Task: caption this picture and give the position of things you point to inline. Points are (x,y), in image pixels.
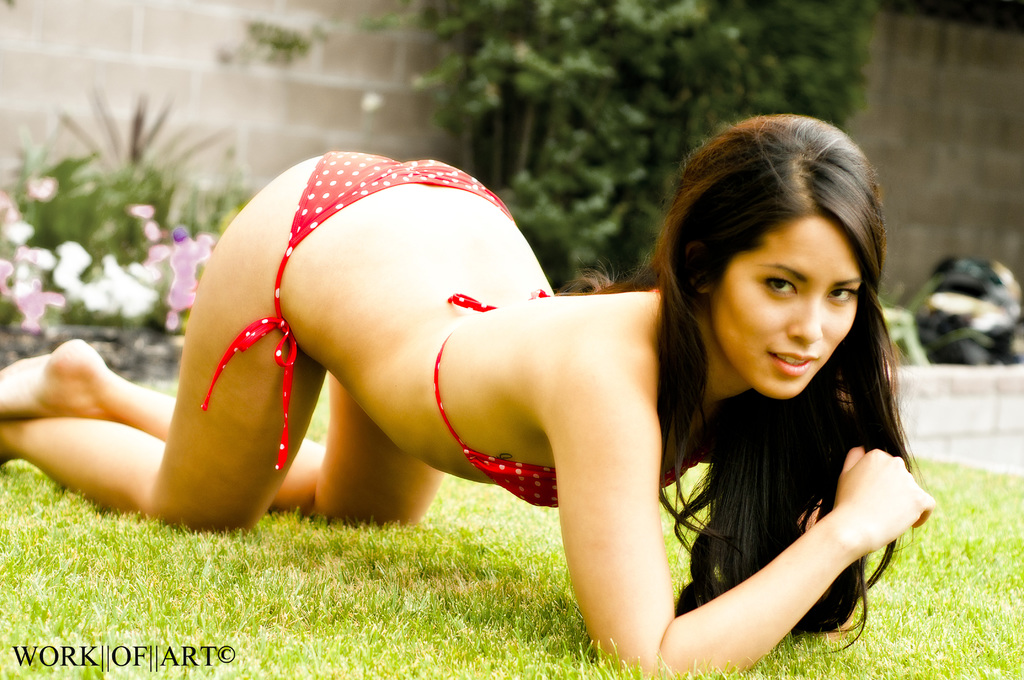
There is a girl (653,353) in the foreground area of the image (519,432) on the grassland (402,548), it seems like she is lying and there are flower plants (137,261), another object (946,293), trees (713,99) and a wall (321,146) in the background area (544,129).
